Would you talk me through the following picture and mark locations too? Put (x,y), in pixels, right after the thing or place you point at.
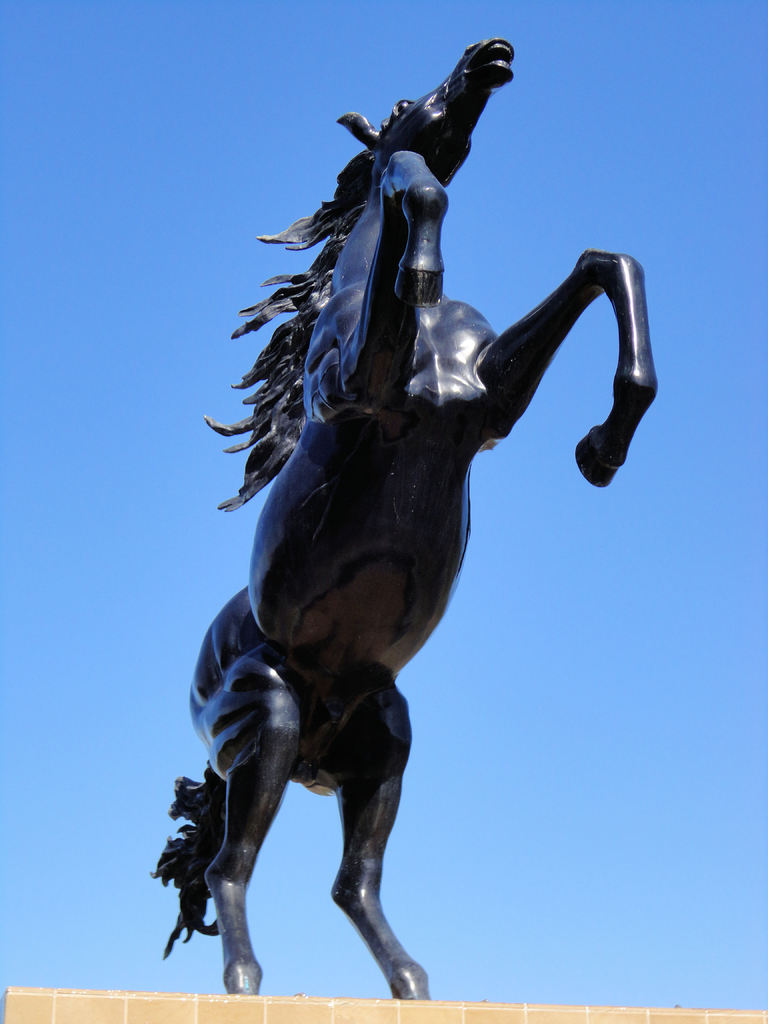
In this image, in the middle (310,497), we can see a statue (391,132) of an animal (437,140). In the background (464,611), we can see blue color. At the bottom (22,1018), we can see yellow color.
